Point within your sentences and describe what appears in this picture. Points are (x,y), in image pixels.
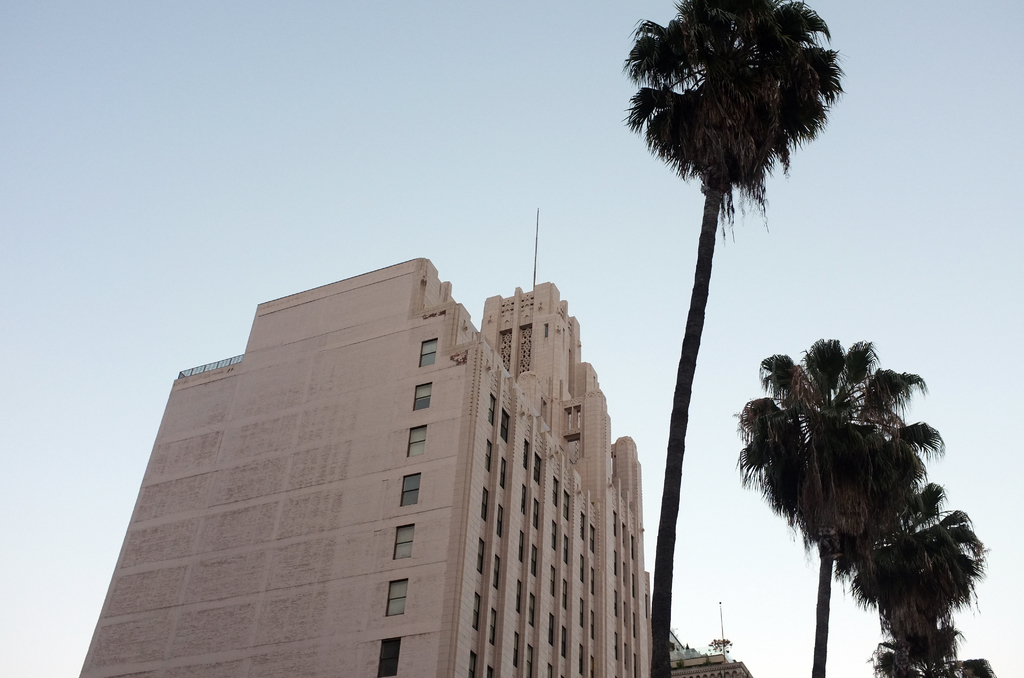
In this image there is a building (295,446) on the bottom left side of this image (261,535) and there are some trees (862,425) on the bottom right side of this image (794,496) and there is a sky (323,105) on the top of this image (323,103).
